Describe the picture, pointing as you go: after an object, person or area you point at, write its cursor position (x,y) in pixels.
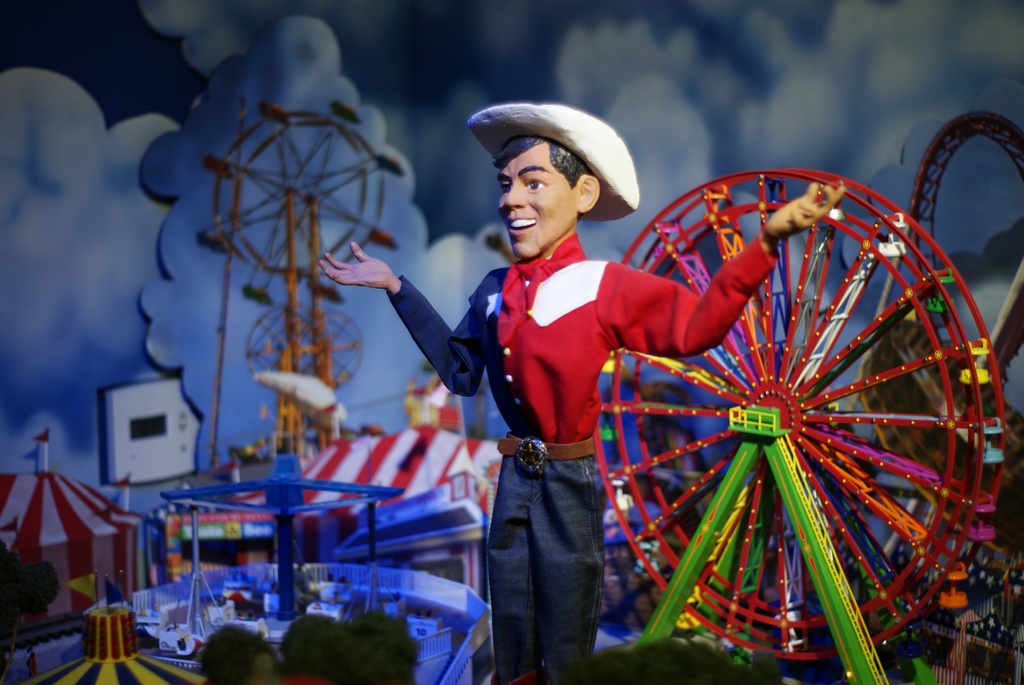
This is a cartoon picture. We see a man (541,405) and few recreation games (706,210) and clouds (224,194).
